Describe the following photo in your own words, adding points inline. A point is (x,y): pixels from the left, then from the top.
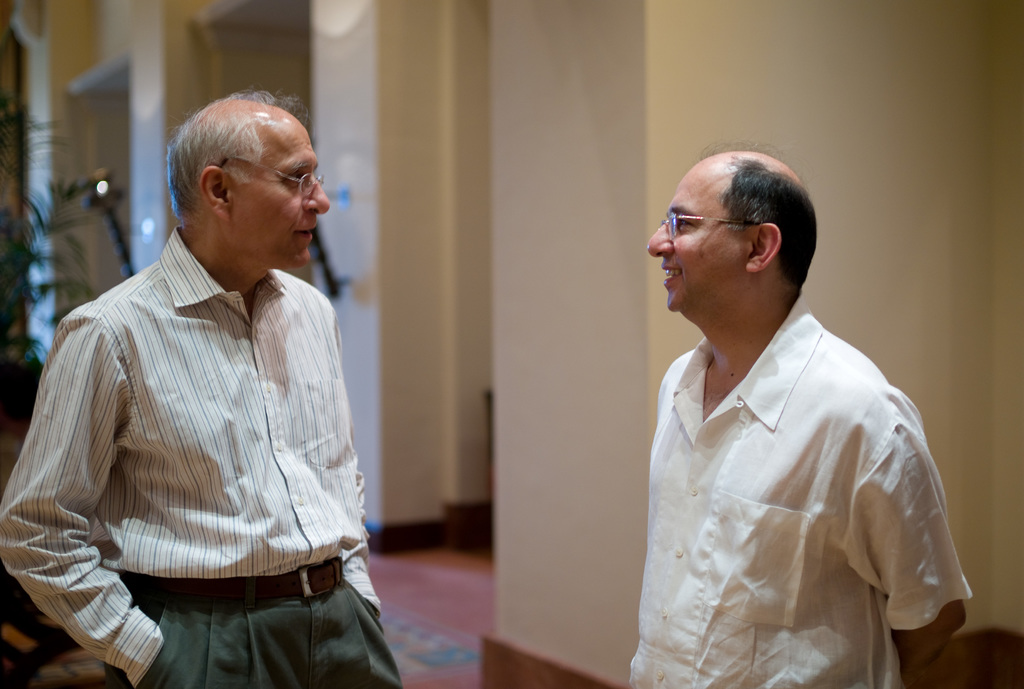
There are two persons (734,616) standing and smiling. Both are wearing specs (671,229). In the background (764,68) there is wall (739,83). On the left side (44,272) there is a tree (55,246). In the background (224,91) it is blurred.
